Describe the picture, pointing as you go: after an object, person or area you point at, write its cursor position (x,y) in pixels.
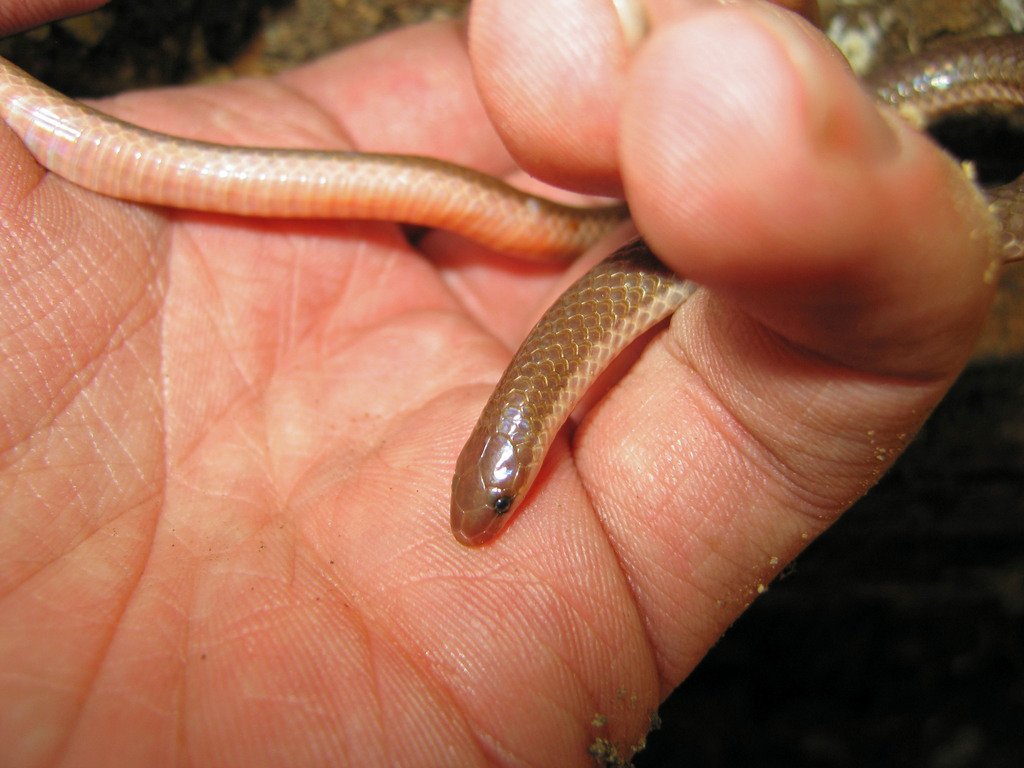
In this image, we can see the hand (410,290) of a person (353,522) with a snake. The background of the image (833,580) is dark.
